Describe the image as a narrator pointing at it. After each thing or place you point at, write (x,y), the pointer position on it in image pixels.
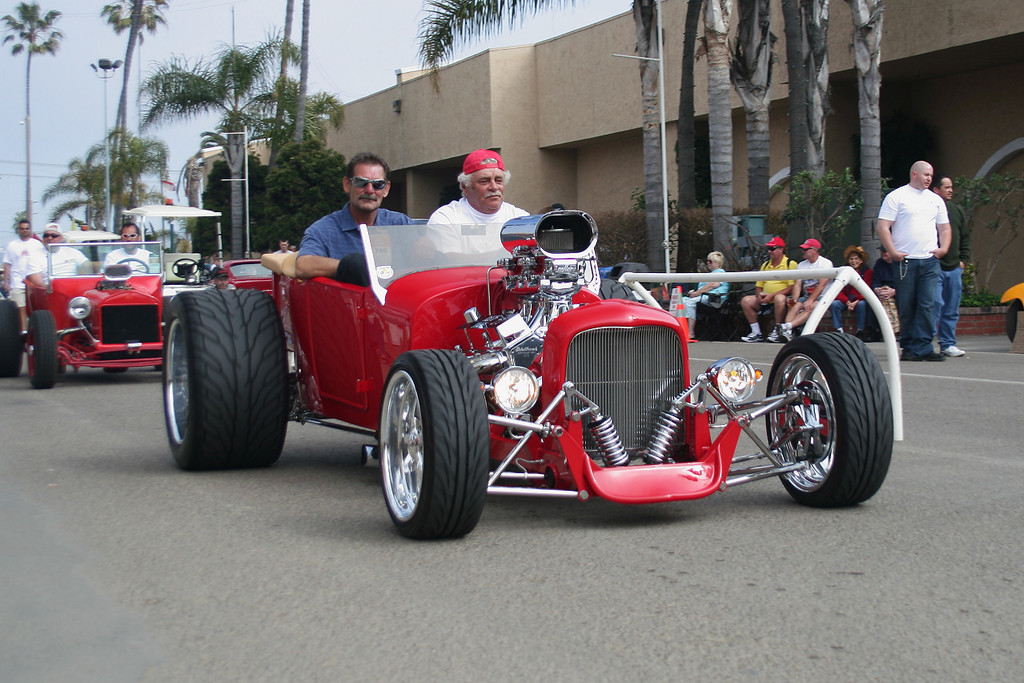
We can able to see red vehicles (200,342) on road (231,486). These persons (309,248) are sitting inside this vehicles (173,328). Far there are number of trees (311,211). This is a building (548,99). In-front of this building (522,95) there are plants (832,203). These persons (773,269) are sitting. These persons (912,269) are standing.
